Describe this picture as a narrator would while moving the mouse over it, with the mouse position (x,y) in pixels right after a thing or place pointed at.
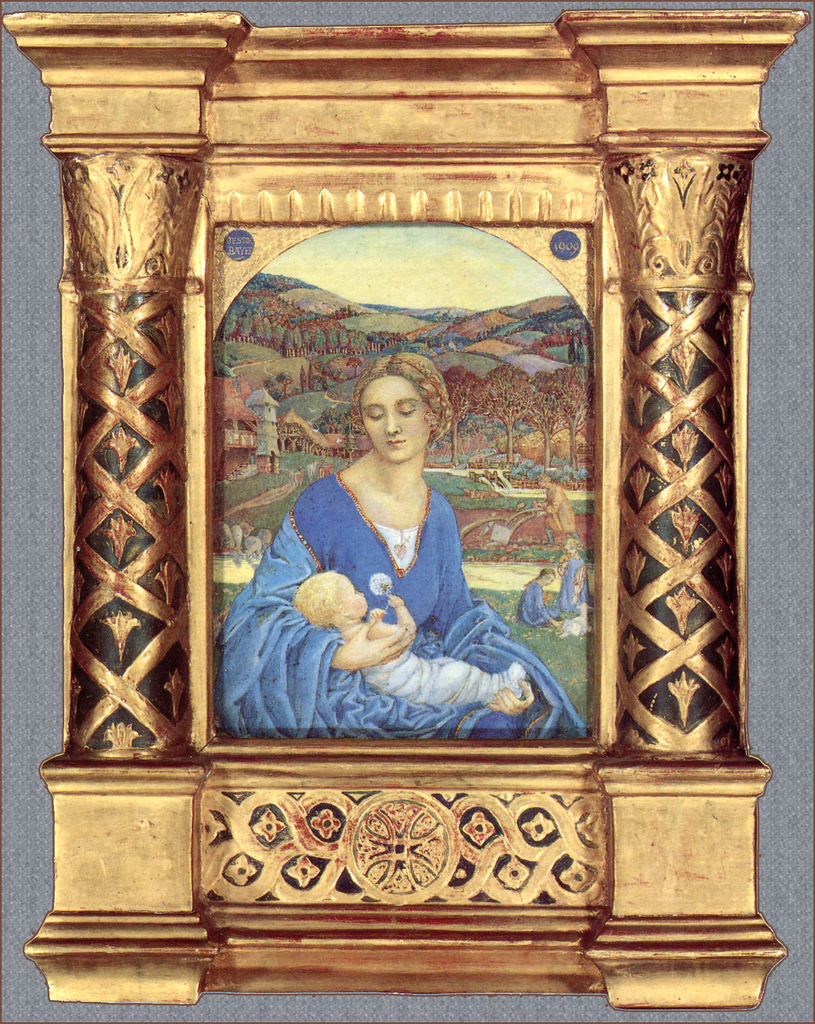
In this image we can see a photo frame (463,972) on the wall (765,716). There is a painting (470,535) of few persons (427,565) and many buildings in the image.
